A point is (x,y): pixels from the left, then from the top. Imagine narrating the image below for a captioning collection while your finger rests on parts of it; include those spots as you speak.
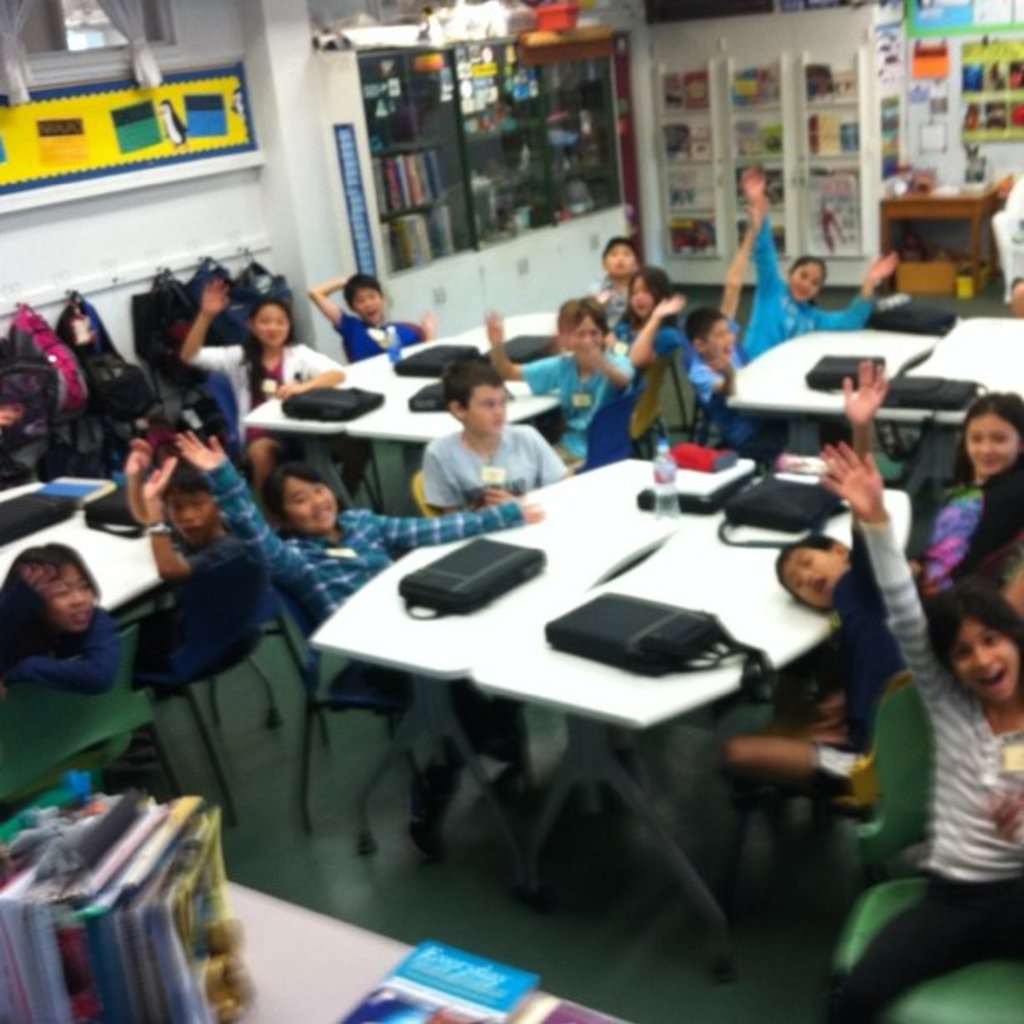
In this image i can see a number of children (964,877) sitting in the chairs (997,980) in front of the tables (627,524). On the tables (528,591) i can see bags (552,621), few books (448,951) and in the background (43,325) i can see bags (170,339) held to the wall (259,259) and few posters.
